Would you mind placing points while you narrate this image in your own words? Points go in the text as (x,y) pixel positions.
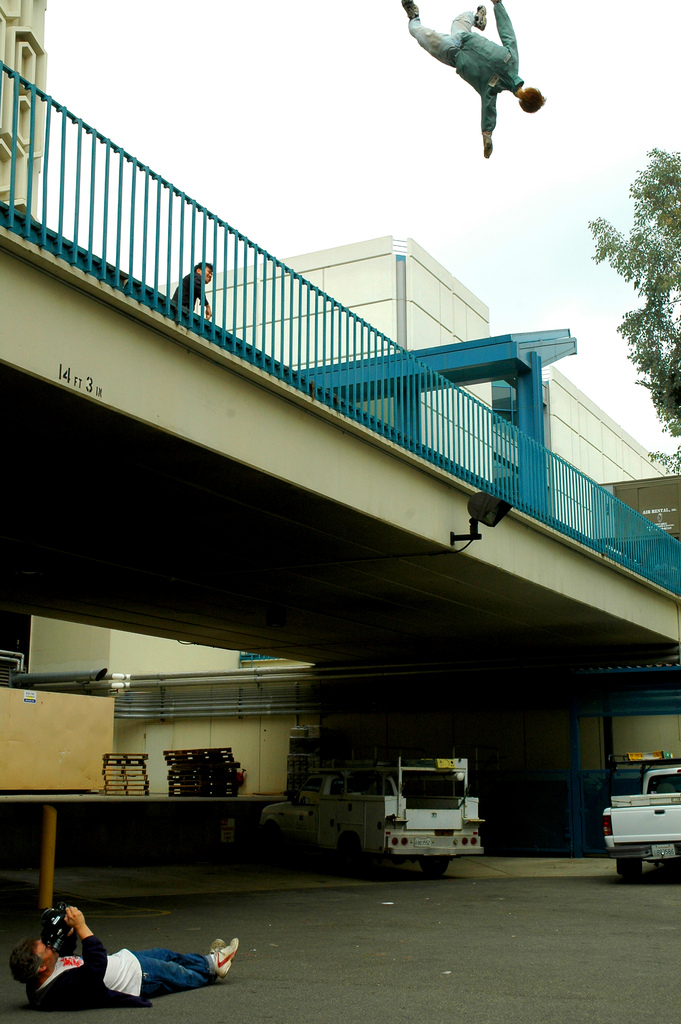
In this picture we can see vehicles (293,813), fence (491,485), buildings (248,750), bridge (359,544) with a person (197,275) on it and a man (69,955) holding a camera (61,914) with his hands (70,924) and lying on the road (442,889) and a person toy (421,42) is in the air (546,104) and some objects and in the background (345,112) we can see the sky (304,199).
